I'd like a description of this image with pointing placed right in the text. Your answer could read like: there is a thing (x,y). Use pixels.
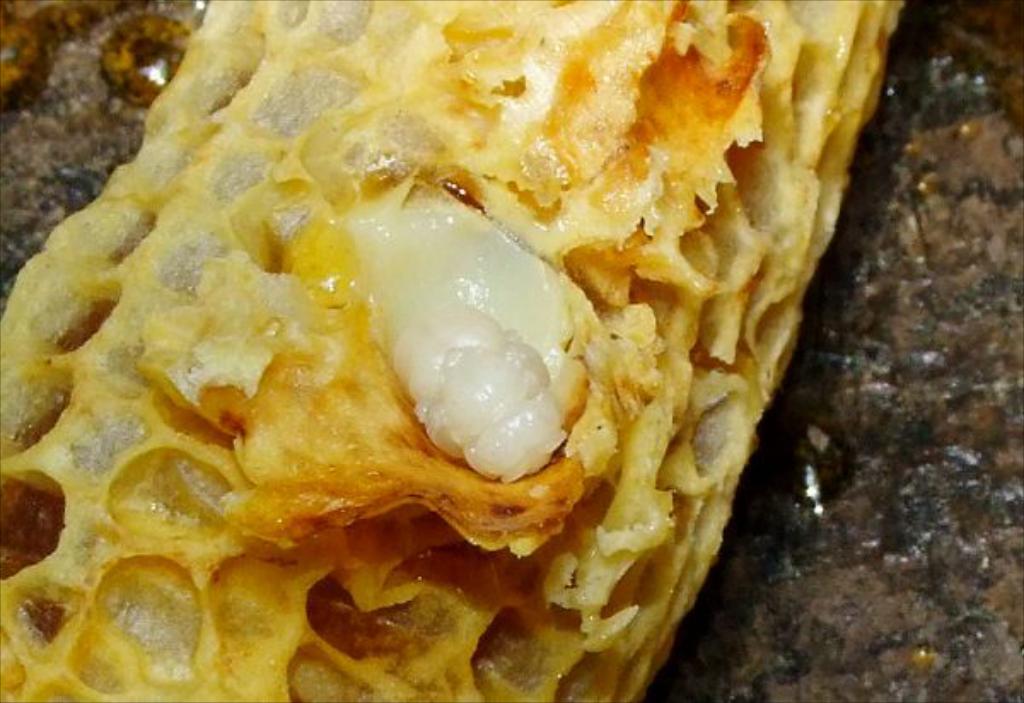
In this image we can see a food item (374,462).
